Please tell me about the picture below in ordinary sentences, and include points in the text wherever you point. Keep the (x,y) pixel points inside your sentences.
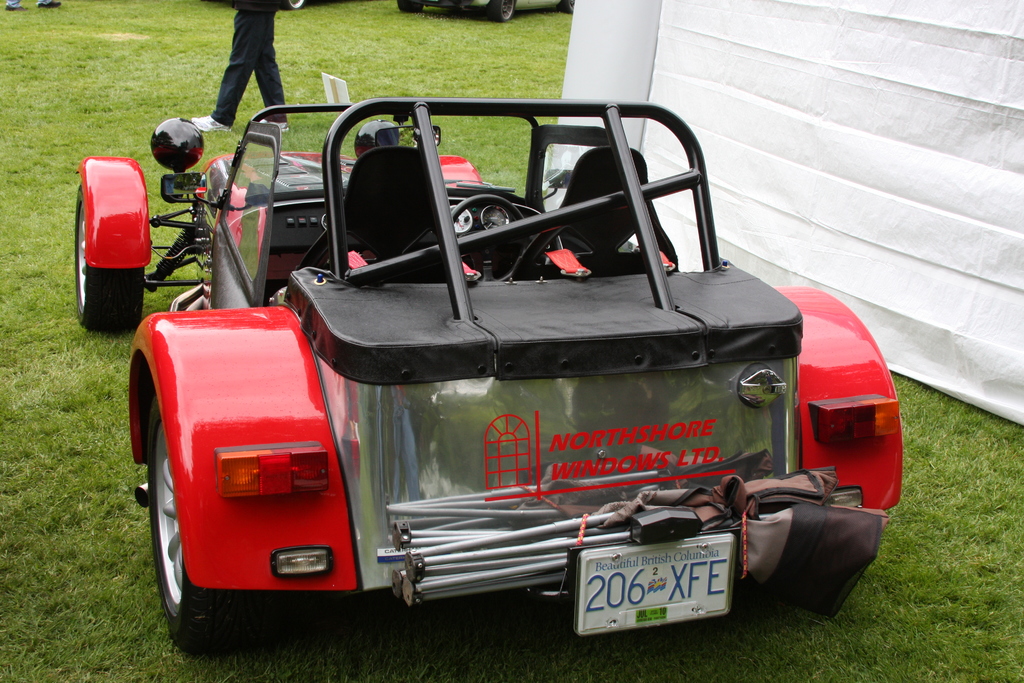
This image consists of a car (455,465) in red color. At the bottom (29,596), there is green grass (388,616) on the ground (64,610). On the right (875,223), we can see a white cloth (887,263). It looks like a tent (637,129). In the background (246,49), we can see a man (223,96) walking. And there are many cars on the ground (280,62).
